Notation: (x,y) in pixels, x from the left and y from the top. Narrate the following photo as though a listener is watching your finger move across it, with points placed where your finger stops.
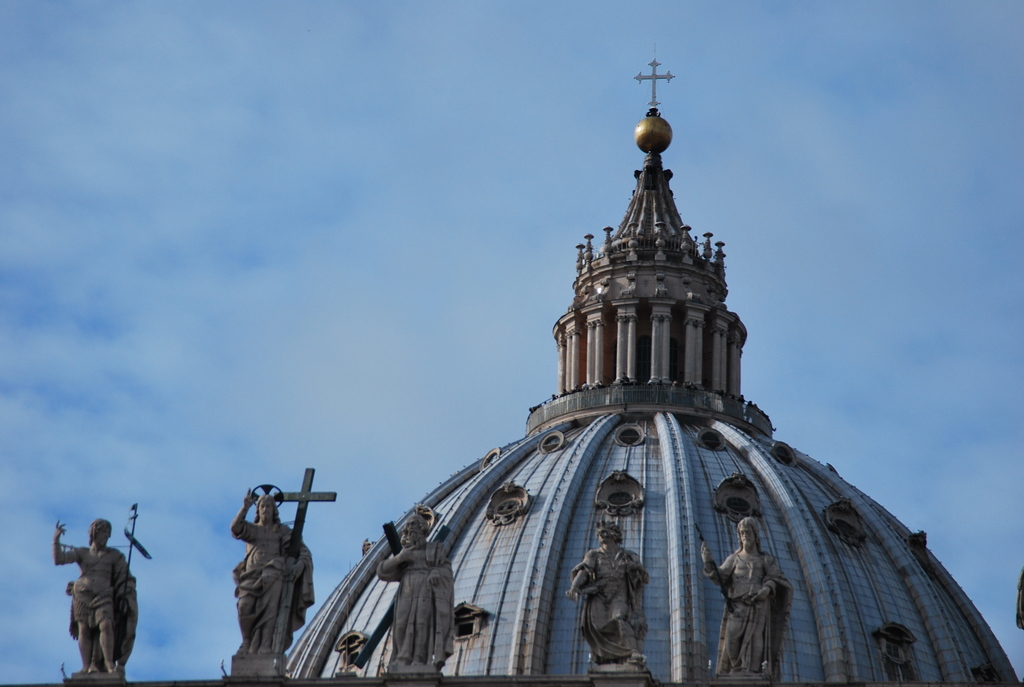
In this image we can see top of a building (643,514) with pillars (626,331). Also there are statues (764,592). In the background (512,185) there is sky (318,203) with clouds (407,189).
